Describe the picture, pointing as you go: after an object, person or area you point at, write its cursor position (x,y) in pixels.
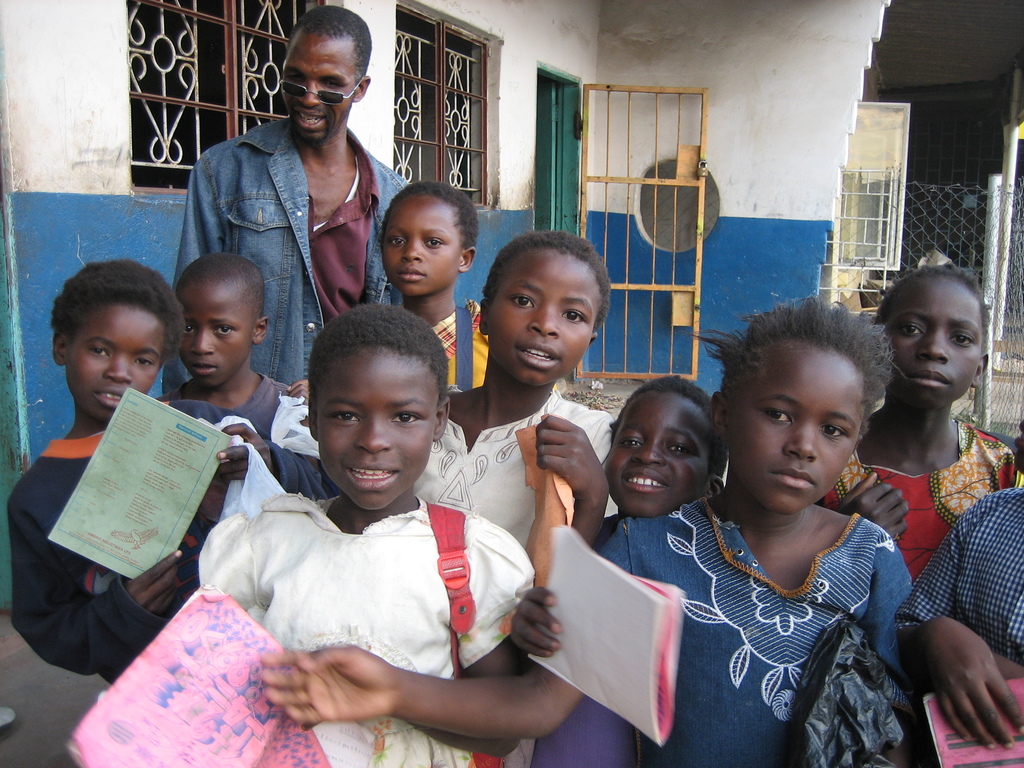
This image consists of children (494,506). In the background (353,184), there is a man (266,240). And we can see windows (869,250) along with the doors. On the right (951,204), there is a fencing (1014,261).
